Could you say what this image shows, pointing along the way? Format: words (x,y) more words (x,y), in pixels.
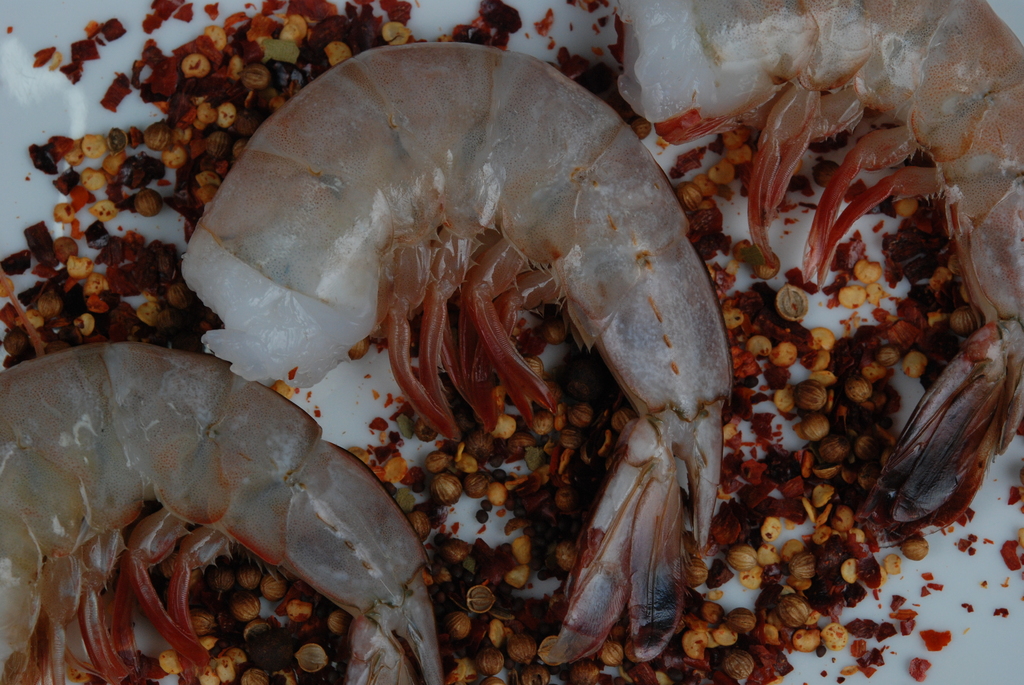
In this picture I can see the prawns (616,532) and few ingredients (345,19) on the white color surface (987,524).
